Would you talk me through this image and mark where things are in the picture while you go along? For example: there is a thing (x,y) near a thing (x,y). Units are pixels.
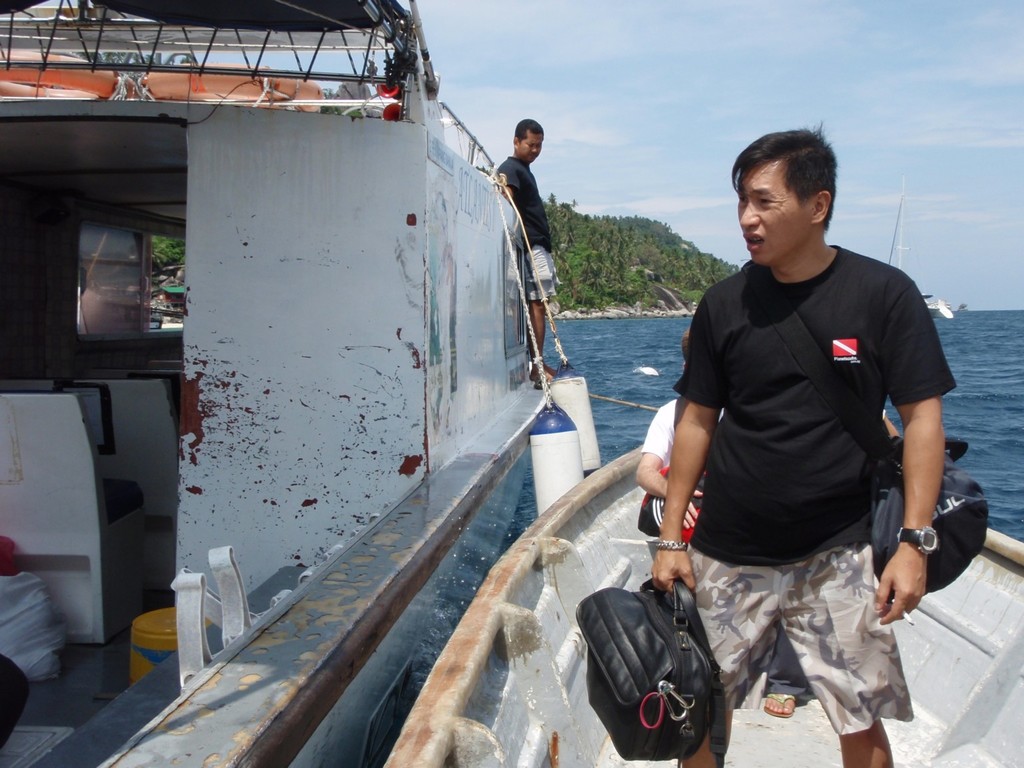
In this image there one person (793,529) standing on the right side of this image (805,443) is wearing a black color t shirt (758,451) and holding a bag (669,680), and there is one more person (652,482) is sitting in the boat (776,753). There is a ship (333,369) on the left side of this image (242,443) and there is one person (535,331) standing on to this ship (493,333). There is a sea (644,365) on the right side of this image (995,348) and there are some trees (596,279) in the background (585,263). There is a sky (684,110) on the top of this image (677,91).
